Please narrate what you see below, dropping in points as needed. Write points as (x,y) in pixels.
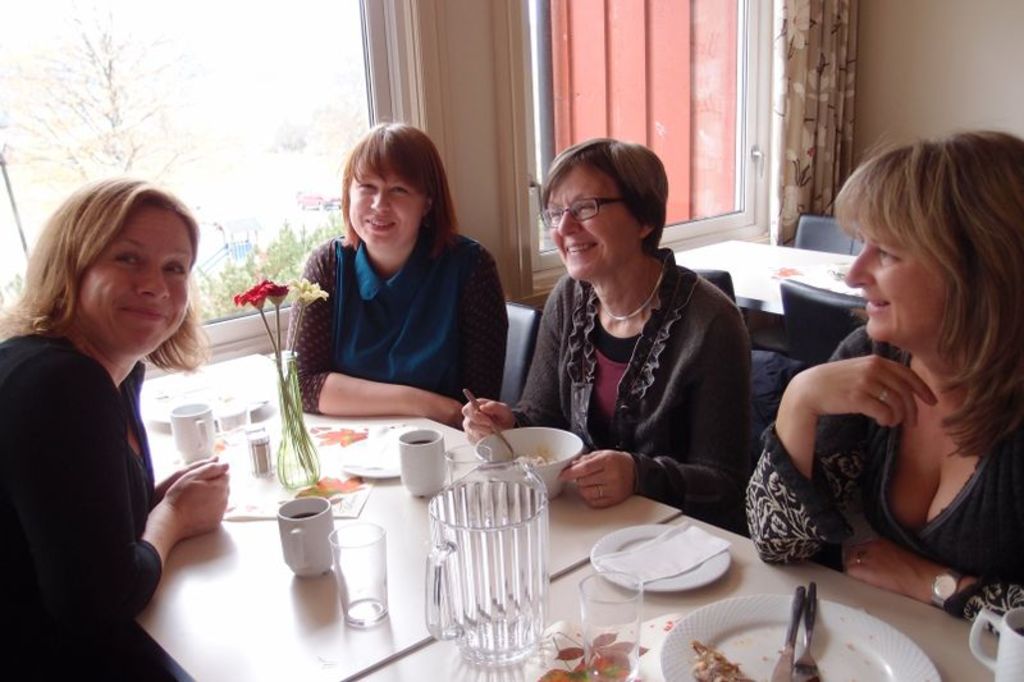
This picture is clicked inside the room (644,148) and in front of the picture, we see a table (406,640) on which jar (467,561), glass (366,563), cup (311,521), plate (757,673), fork (813,673), knife (787,652), spoon (515,455), bowl (518,450) is placed on it and flower pot (294,431) is also placed on it. We see four women (441,304) sitting on chair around this table (747,560). Behind them, we see a window (246,184), from window (290,223) we can even see trees (131,69) and sky (285,68). On the right (813,5) top of this picture (836,134), we see a curtain (796,119). Behind that, we see window (721,177) from which red color building (656,86) is visible.
